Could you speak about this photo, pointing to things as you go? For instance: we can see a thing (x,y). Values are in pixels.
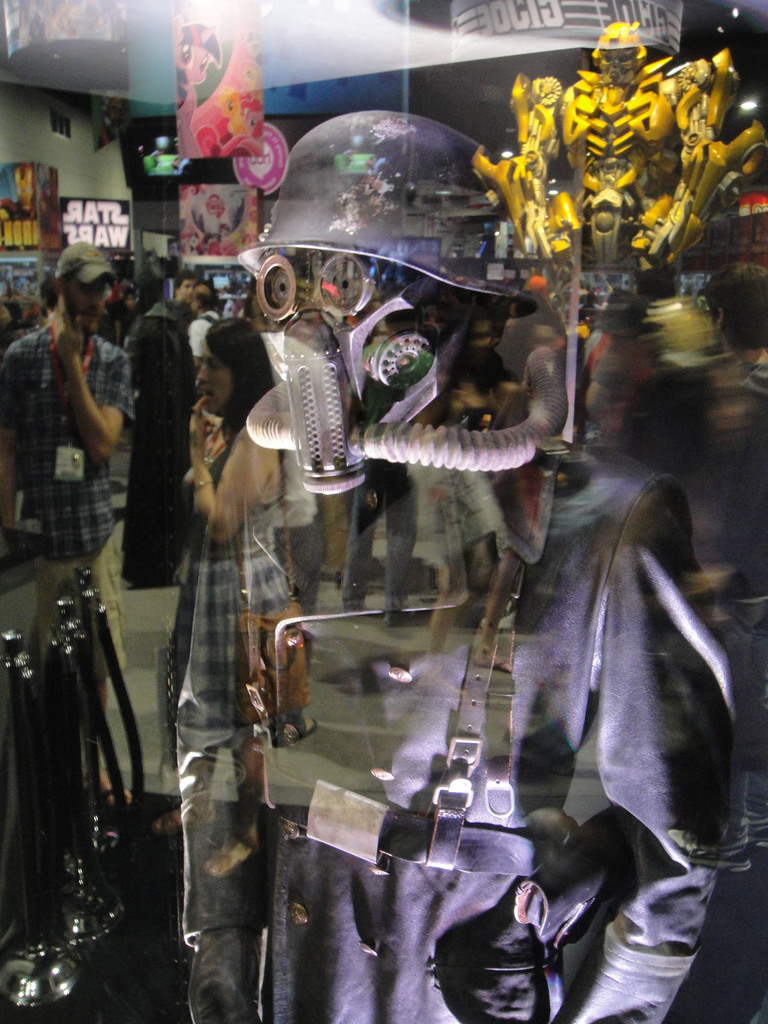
This picture seems to be clicked inside the hall (577,685). In this picture we can see the reflection (73,370) which includes many number of objects (254,214) like in the foreground (599,680) we can see a person like thing (307,609) wearing suit (474,625) and helmet (385,169) and some other objects (421,404) and standing and we can see the group of persons (238,502) seems to be standing and we can see the poles (64,671), text (115,210) on the posters (244,18) and we can see the pictures (259,90) and a yellow object (650,130) seems to be a toy of a person (676,103) and we can see the lights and many other objects (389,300).
